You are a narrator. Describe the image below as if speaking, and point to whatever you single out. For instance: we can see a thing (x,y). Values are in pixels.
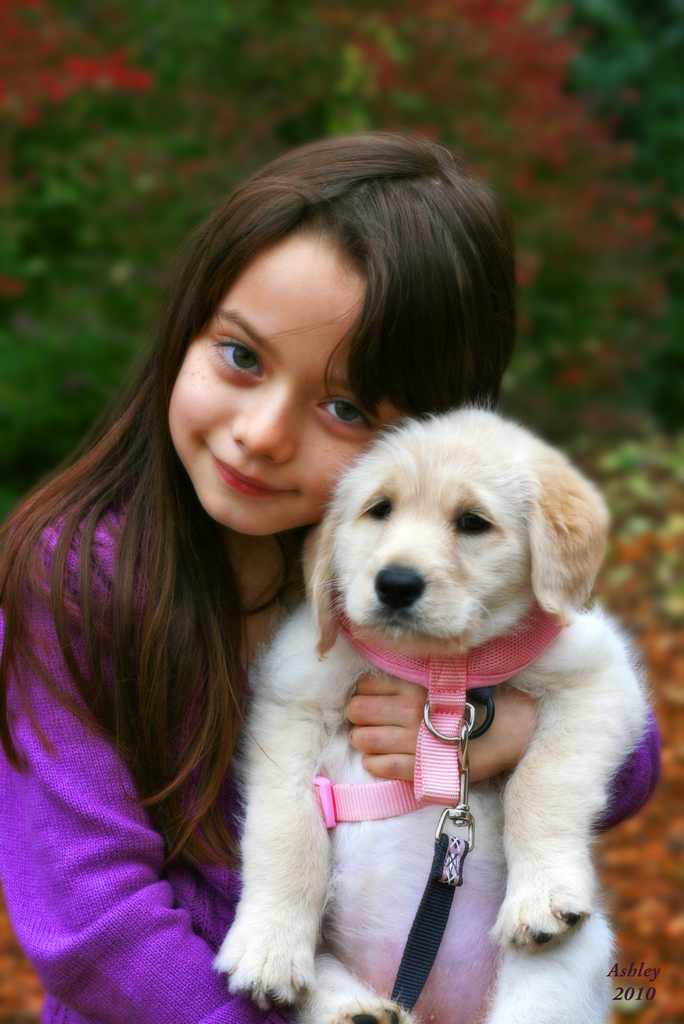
In this image we can see a child (106,594) wearing purple color dress (108,770) is holding a dog (414,639) in her hands (395,763). In the background of the image (349,69) we can see trees (372,101).
